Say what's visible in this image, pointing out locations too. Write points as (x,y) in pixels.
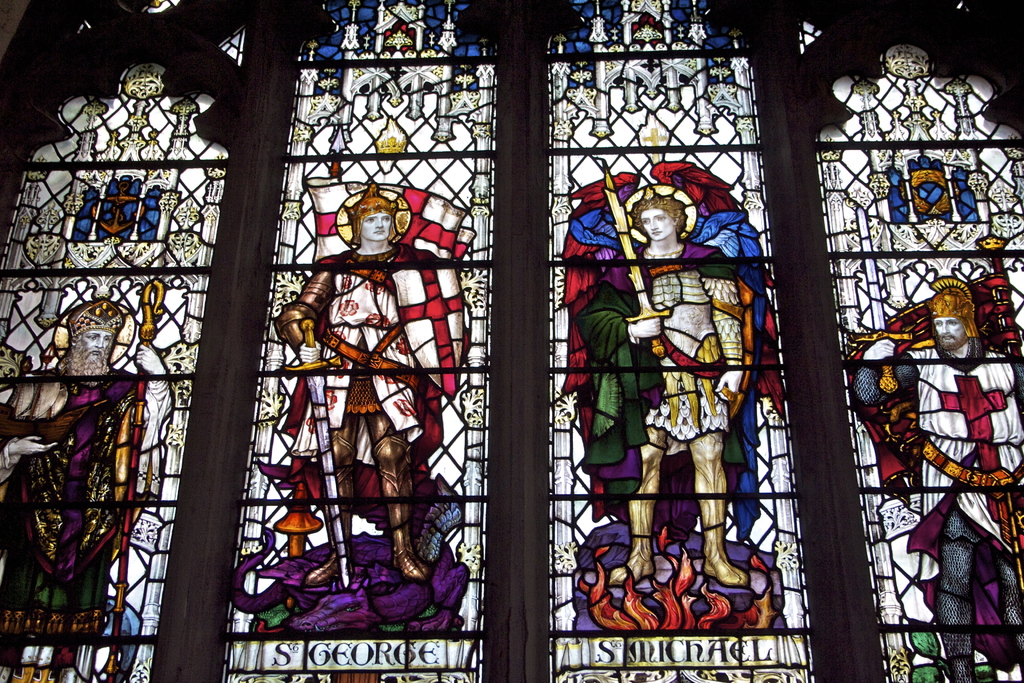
This image consists of stained glass (428,415) with some text (650,643) written on it.
